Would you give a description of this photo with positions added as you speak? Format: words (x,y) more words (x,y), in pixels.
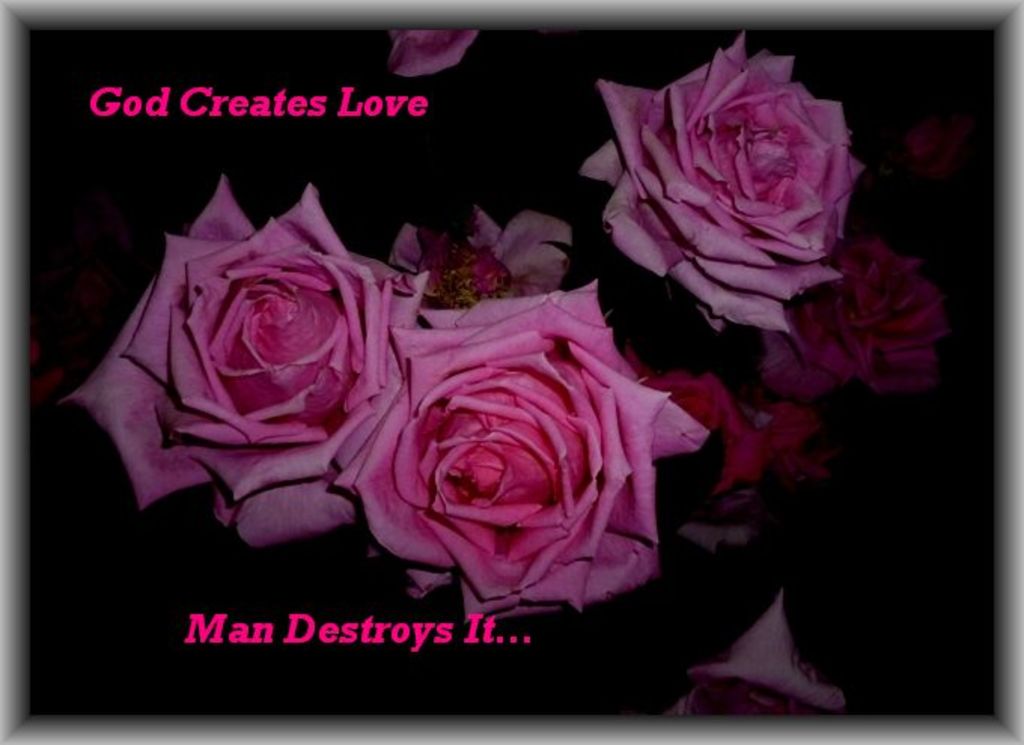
In this picture, we can see a poster (502,170) of some flowers (258,238), dark background (544,165), and we can see some text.
